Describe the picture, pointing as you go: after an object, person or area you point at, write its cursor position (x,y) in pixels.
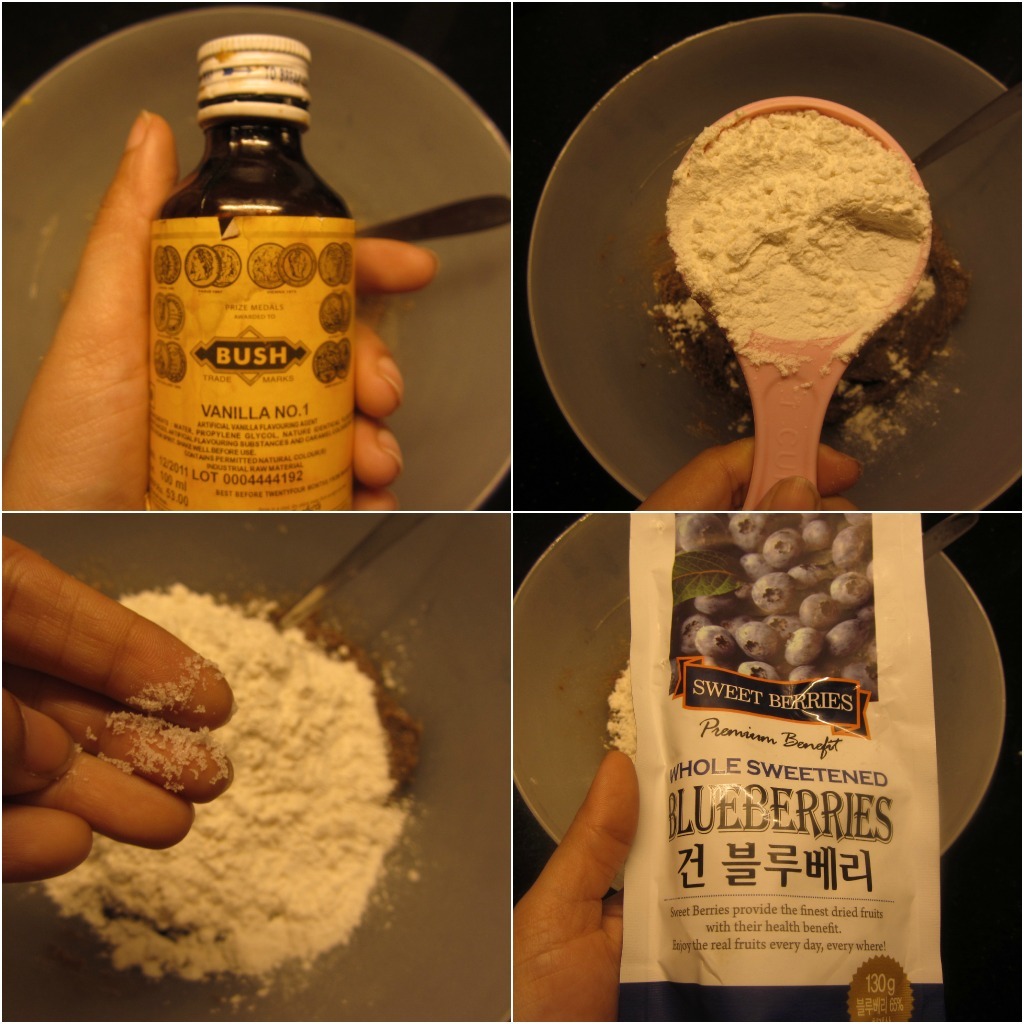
This picture is collage of four images. In the first picture, a hand (95,320) is holding a bottle (227,302), below that there is a bowl (449,271) and a spoon (440,219). In the second image there is a bowl (645,101) and a spoonful of flour (817,323). In the third picture, there is a hand (180,733) and a flour (315,732). In the fourth picture, a hand (636,794) is holding a packet (844,736) below that there is a bowl (985,690).
